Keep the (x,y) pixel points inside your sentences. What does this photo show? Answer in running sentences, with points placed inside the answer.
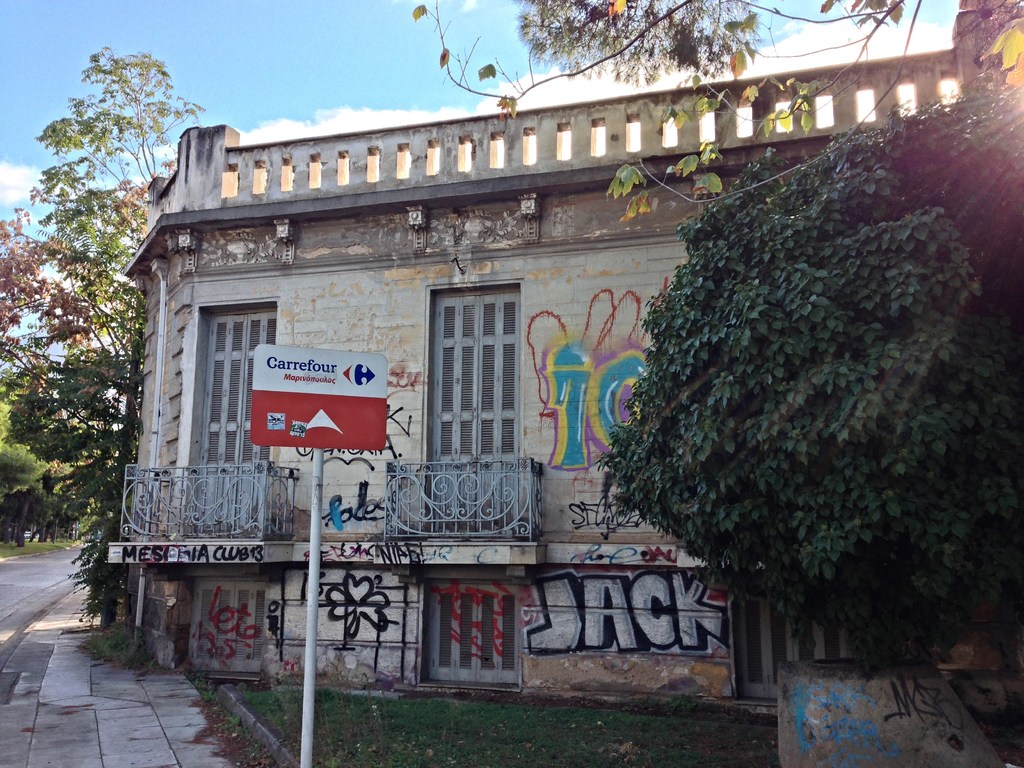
In the center of the image (586,426) there is house (533,409) with windows (457,596) and doors (231,414). There is a board (290,405) with some text (313,380). There is graffiti painting (653,608) on walls (506,572). To the right side of the image (757,534) there is a tree (756,328). At the bottom of the image (449,748) there is grass (367,756). There is a pavement (89,666). There is road (73,582). In the background of the image (116,314) there are trees (79,212) and sky (240,46).
